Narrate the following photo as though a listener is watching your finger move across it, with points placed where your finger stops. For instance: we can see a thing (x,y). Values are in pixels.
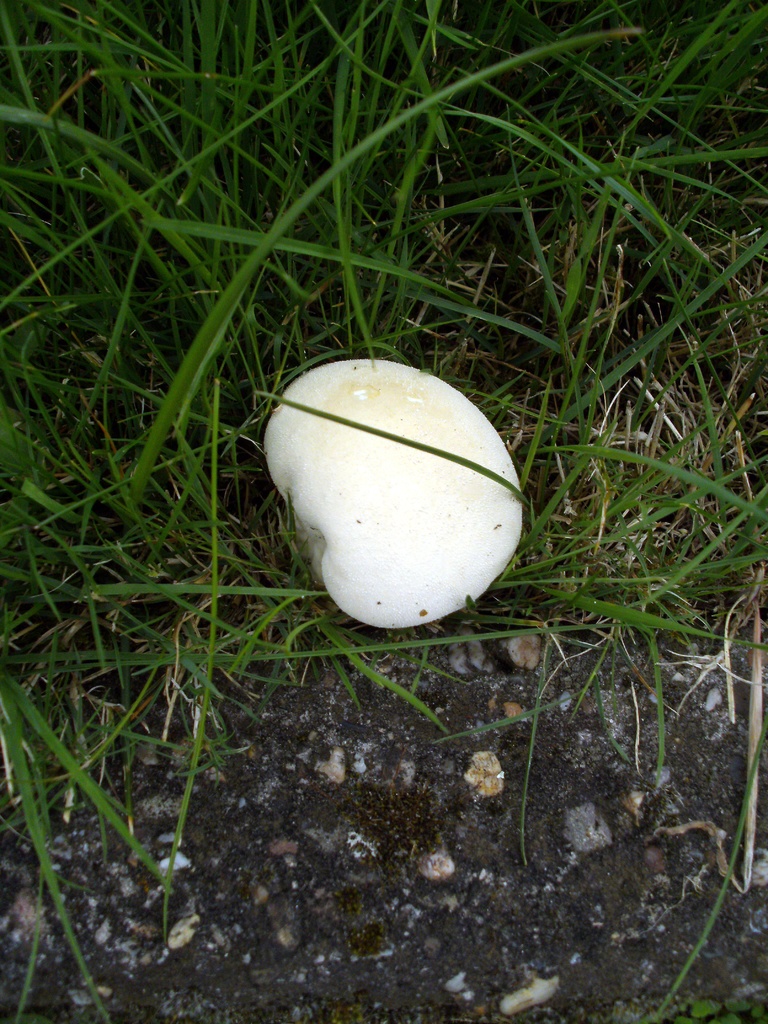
Here we can see a mushroom (371,475) on the ground (301,948) and this is grass (147,600).
